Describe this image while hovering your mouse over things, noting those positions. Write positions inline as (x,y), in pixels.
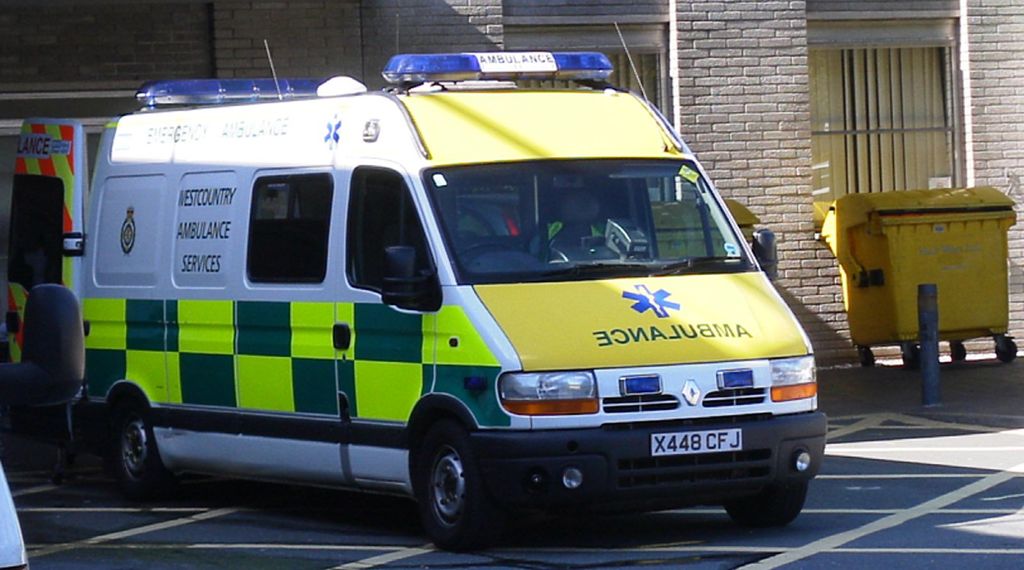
In the image we can see a vehicle (357,340) on the road (943,418). This is a window (880,142) of a building (895,136) and these are the headlights (595,406) and number plate (654,451) of the vehicle (661,442).
